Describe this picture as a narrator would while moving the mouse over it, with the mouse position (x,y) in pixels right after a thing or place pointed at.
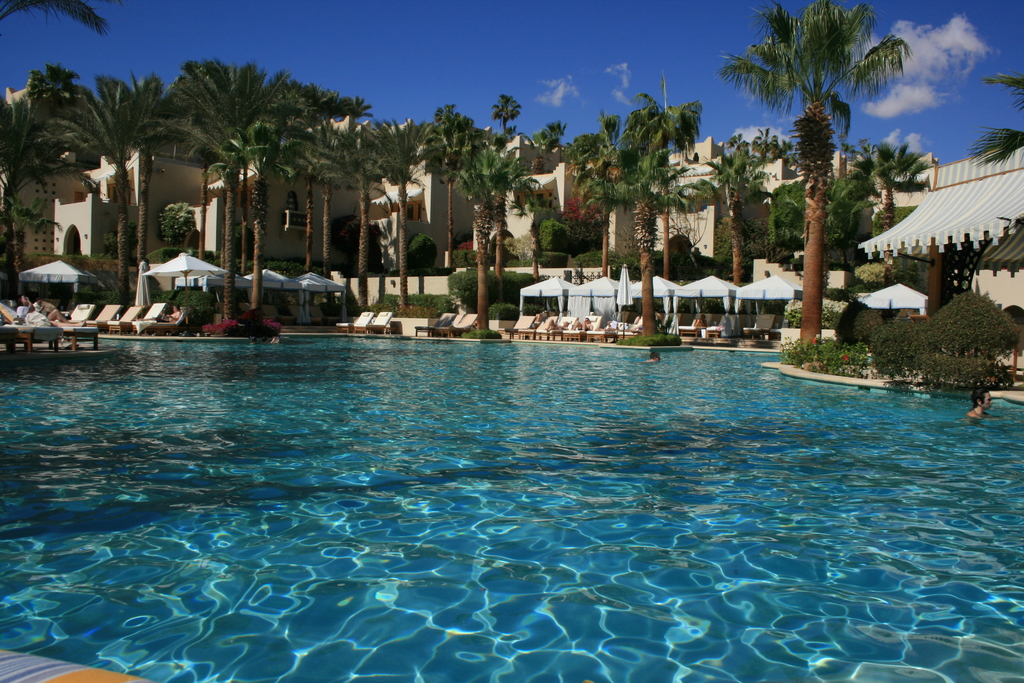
At the bottom of this image (541,478) there is a pool (451,587). On the right side (983,412) there is a person (978,417) in the water (935,429). In the background (806,272) there are many trees (743,235), tents (584,305) and buildings (277,188). Few people (70,320) are sitting on the chairs (113,311). At the top of the image (481,38) I can see the sky (570,41) and clouds (913,72).
